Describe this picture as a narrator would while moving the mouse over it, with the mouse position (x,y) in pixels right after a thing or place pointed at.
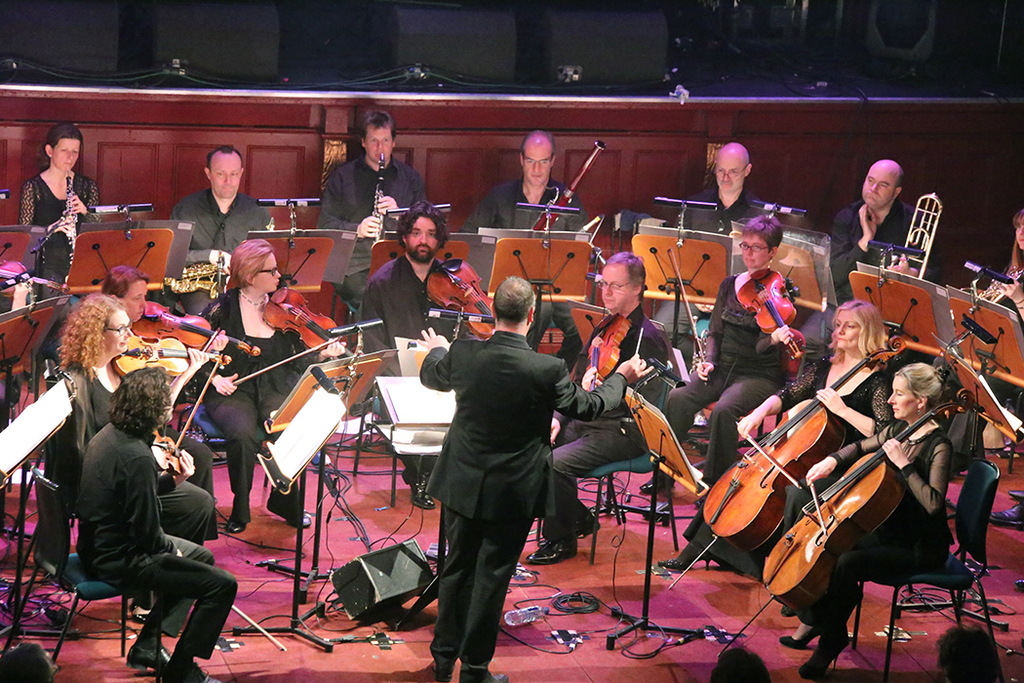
In this picture I can see number of people (469,371) in front (520,397) and I see that most of them are holding musical instruments (801,411) and they're sitting on chairs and I can see a man (460,415) standing. On the ground (372,514) I can see few wires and other things (704,419) and I see the brown color thing (617,153) in the background (162,200).
